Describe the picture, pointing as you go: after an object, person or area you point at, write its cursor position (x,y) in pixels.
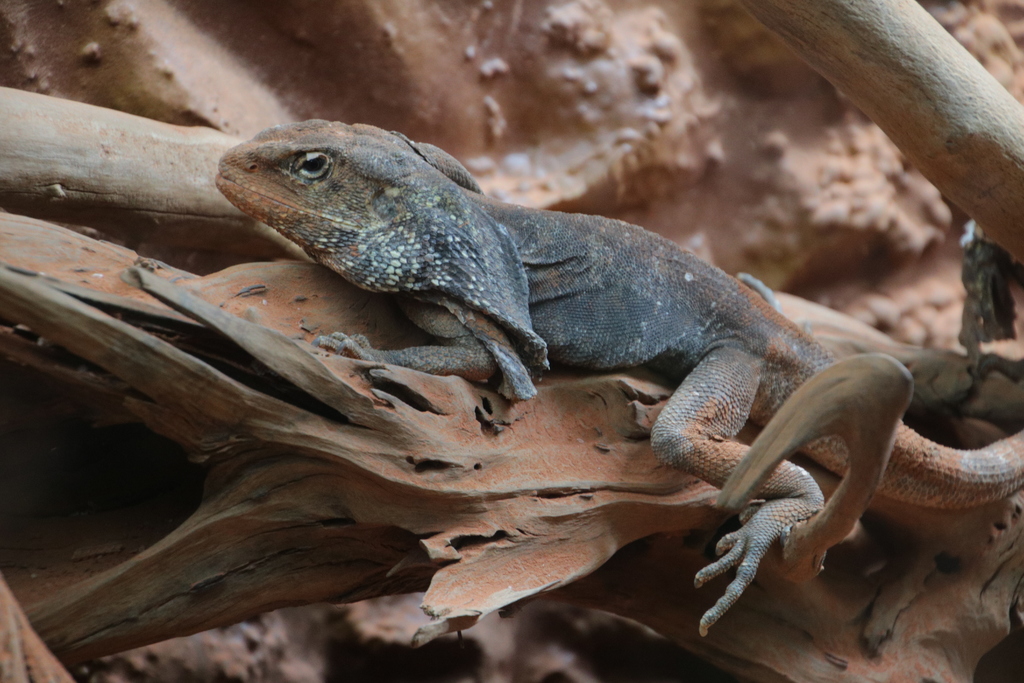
In the center of the image (450,269) we can see reptile (759,346) on the tree (448,490).
